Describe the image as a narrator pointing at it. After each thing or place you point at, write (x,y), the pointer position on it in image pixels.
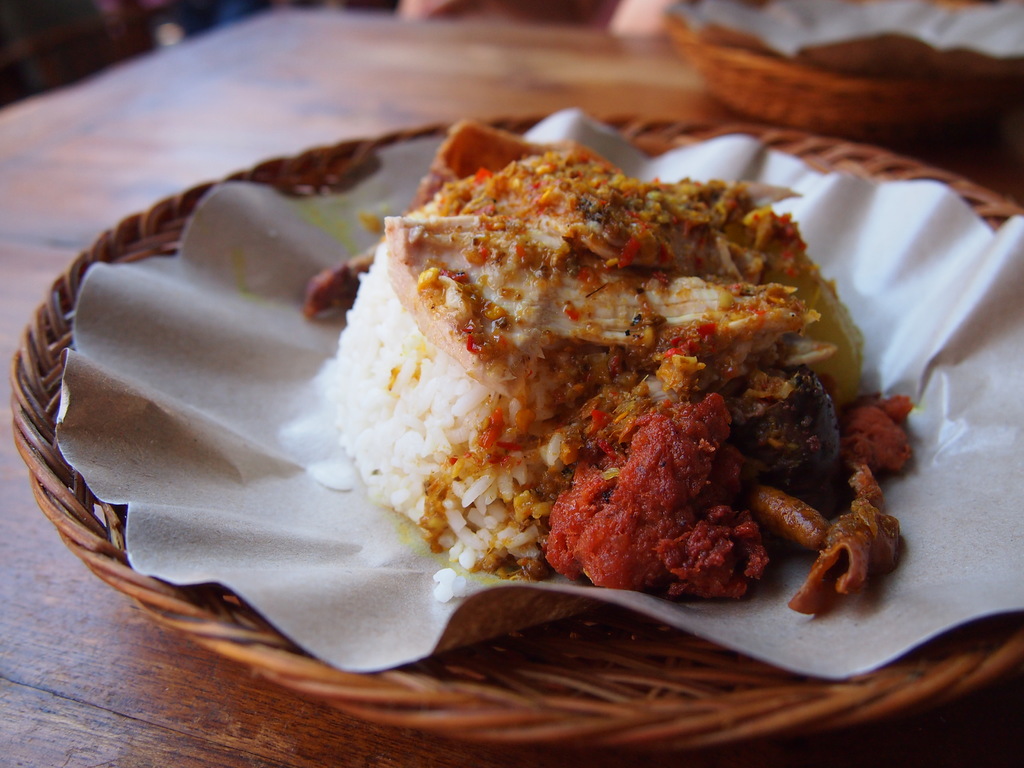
In this image there is a table (822,765), on that table (408,35) there is a wooden bowl (477,701), in that there is a food item (457,357).
